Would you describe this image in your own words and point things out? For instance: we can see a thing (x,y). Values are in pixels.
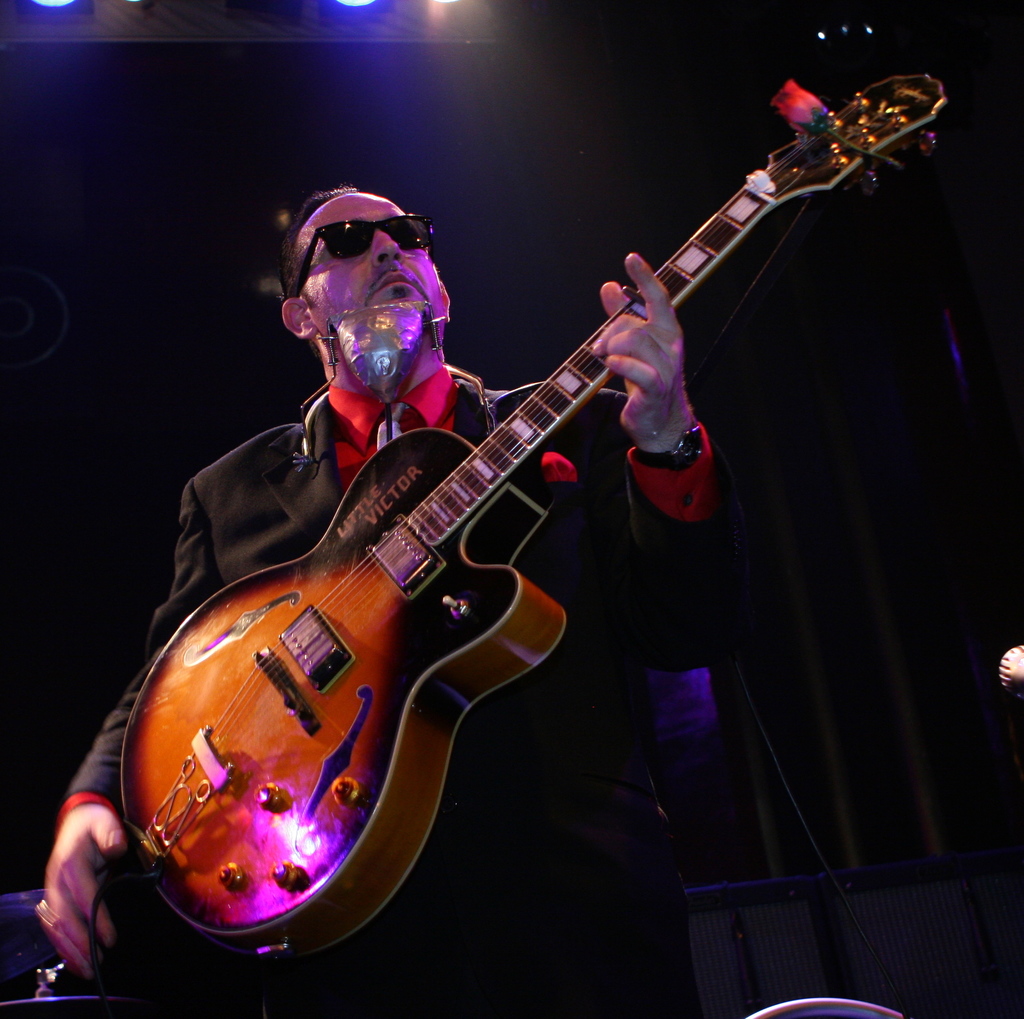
In this image I can see a person (650,520) standing and holding a musical instrument (351,748). The person (281,467) is wearing black blazer (279,481), red shirt (361,437), background I can see few lights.
